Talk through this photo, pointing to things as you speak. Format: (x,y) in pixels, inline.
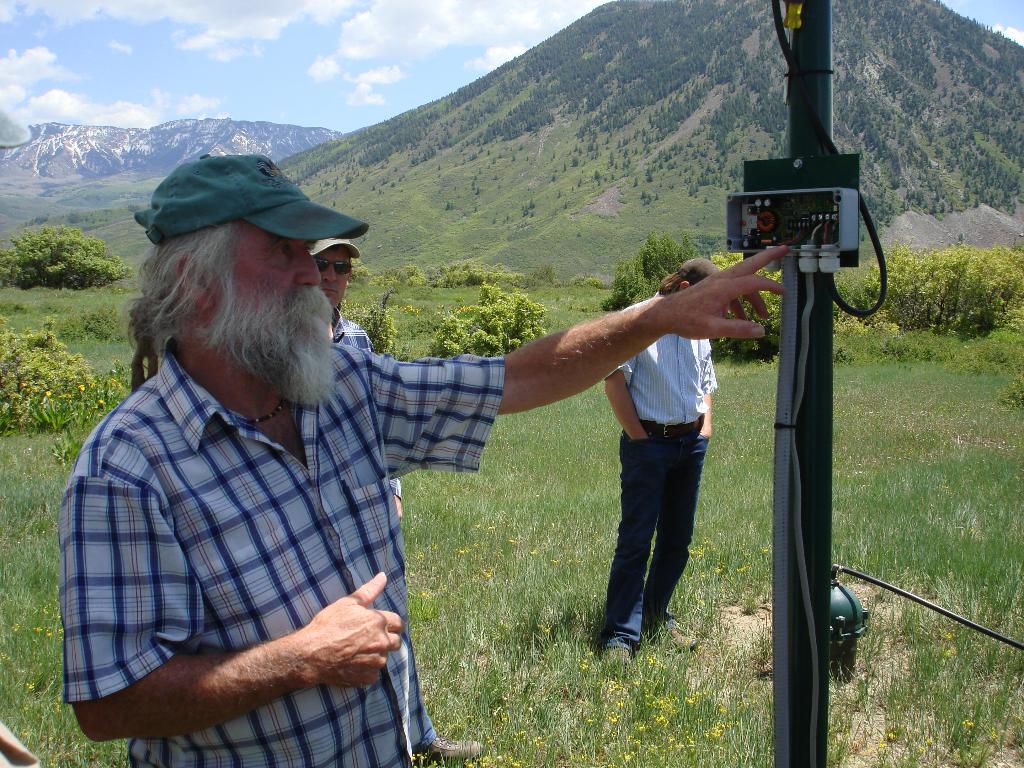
In this image I can see a metal pole (818,335), a pipe (790,291) and few wires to the pole (818,274) and few persons (362,479) wearing caps (201,184) are standing on the ground (442,645). I can see some grass (455,582), few plants (110,372), few mountains (120,167) and few trees (908,42) on the mountains (140,167). In the background (244,68) I can see the sky (174,81).
